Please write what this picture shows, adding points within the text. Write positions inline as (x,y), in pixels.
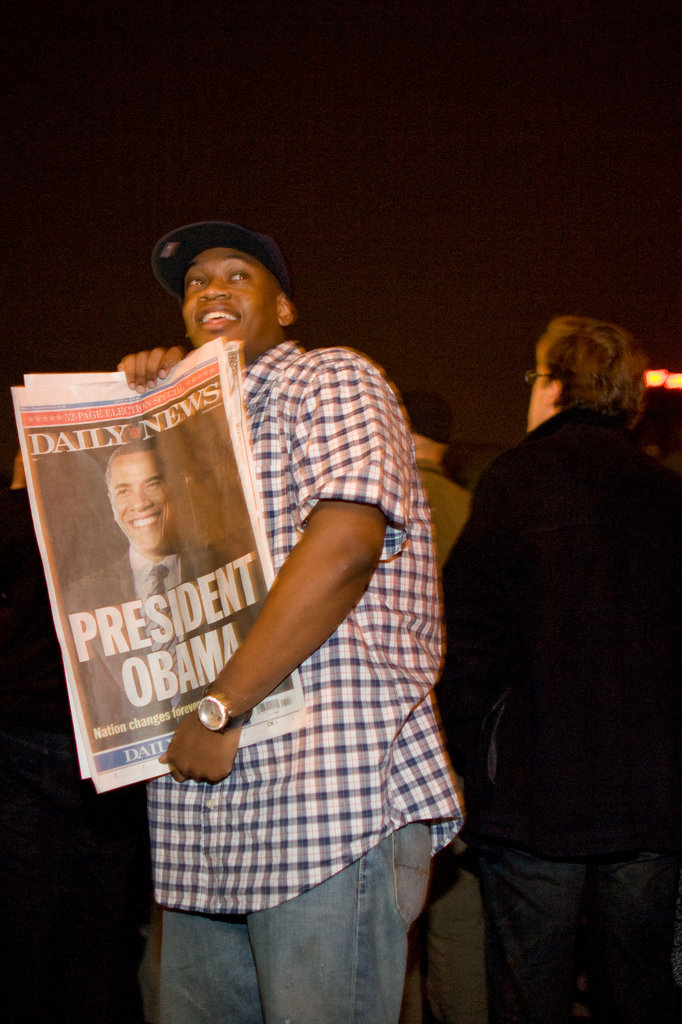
In this picture I can see a person (248,670) holding the newspapers (181,606). I can see a few people (447,418) in the background (424,420).
